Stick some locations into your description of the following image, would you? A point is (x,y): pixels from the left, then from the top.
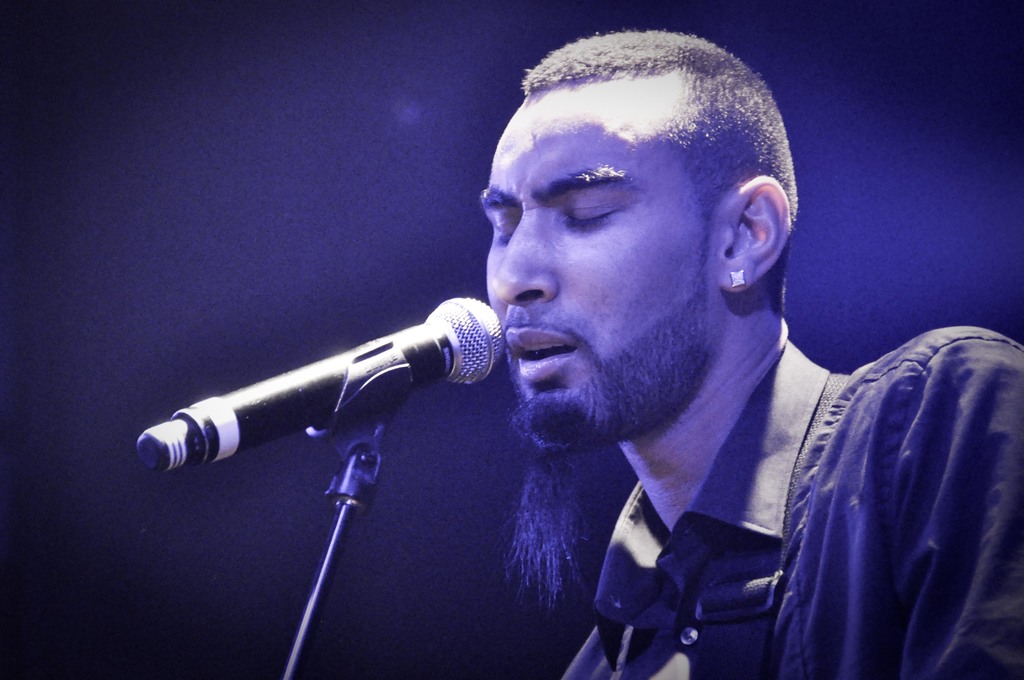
In this image, there is a person (677,322) in front of the mic (309,406) on the blue background. This person (698,309) is wearing clothes (821,579).
